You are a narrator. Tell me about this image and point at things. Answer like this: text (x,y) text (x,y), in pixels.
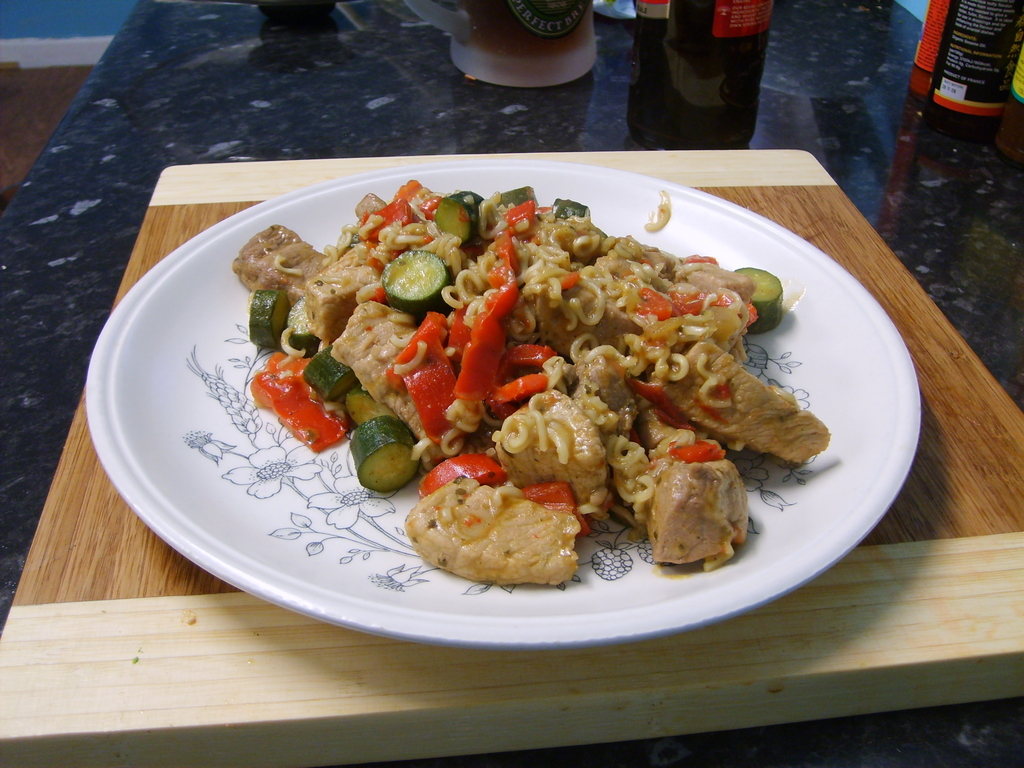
In this image we can see food (702,520) in a plate (834,513) which is on a wooden plank (668,668). In the background (692,122) we can see bottles (750,9) which are truncated on a platform (146,132).
